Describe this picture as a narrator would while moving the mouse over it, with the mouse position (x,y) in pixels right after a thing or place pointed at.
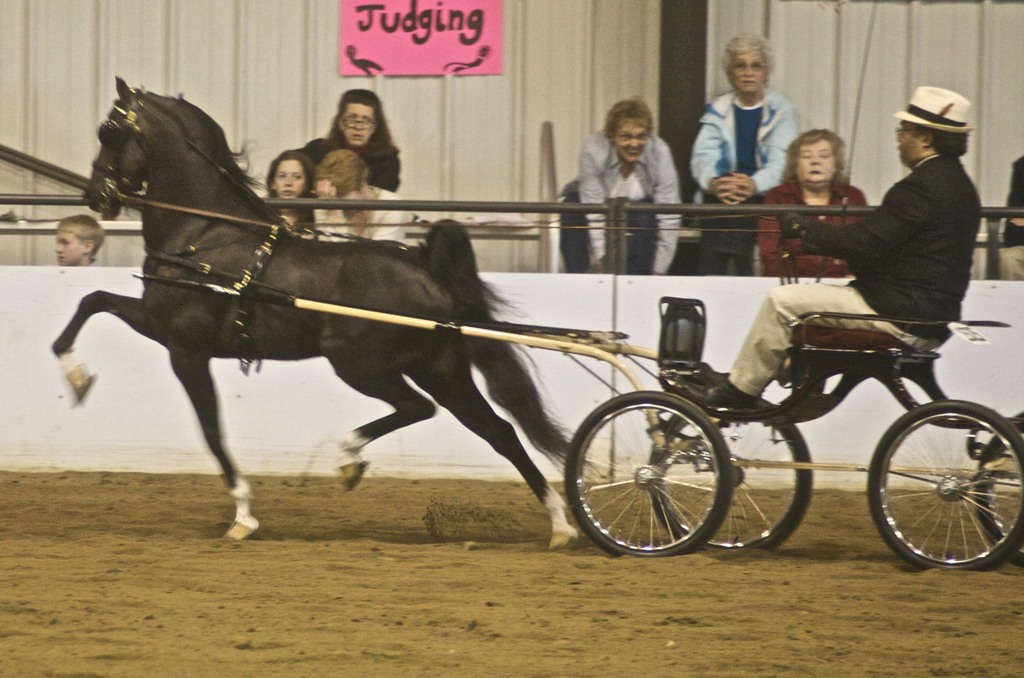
In this image, we can see persons (368,170) wearing clothes (892,198). There is a person (870,250) on the right side of the image (931,276) sitting on the horse cart (861,353). There is a board (417,45) at the top of the image (421,63).
